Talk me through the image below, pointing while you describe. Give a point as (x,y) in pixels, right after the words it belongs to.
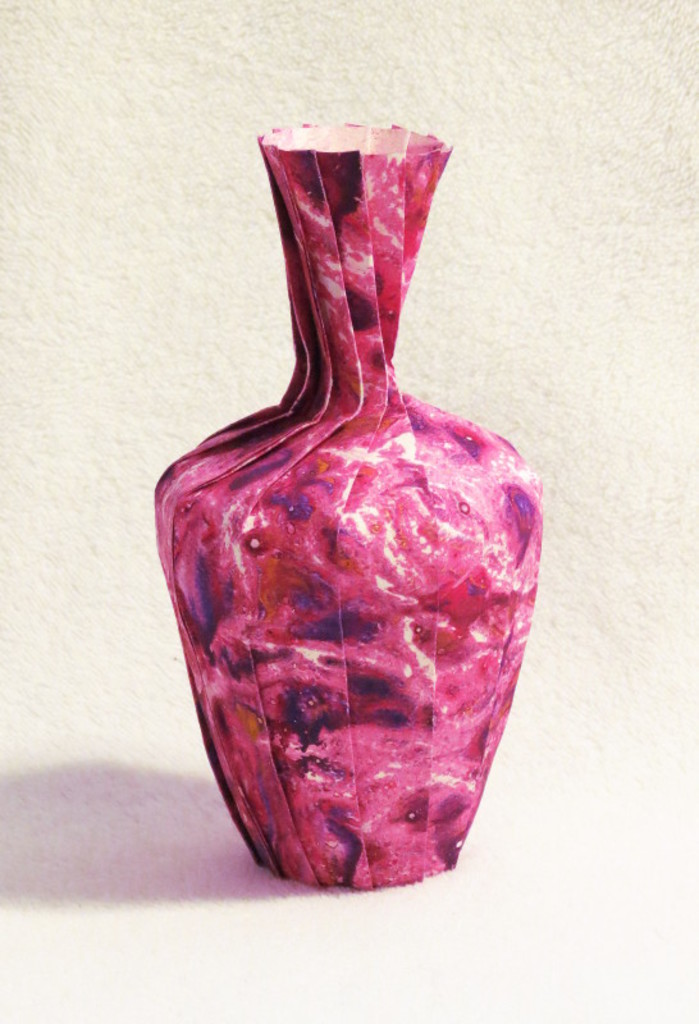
In this picture we can see a vase (418,632) and this is carpet (546,452).
